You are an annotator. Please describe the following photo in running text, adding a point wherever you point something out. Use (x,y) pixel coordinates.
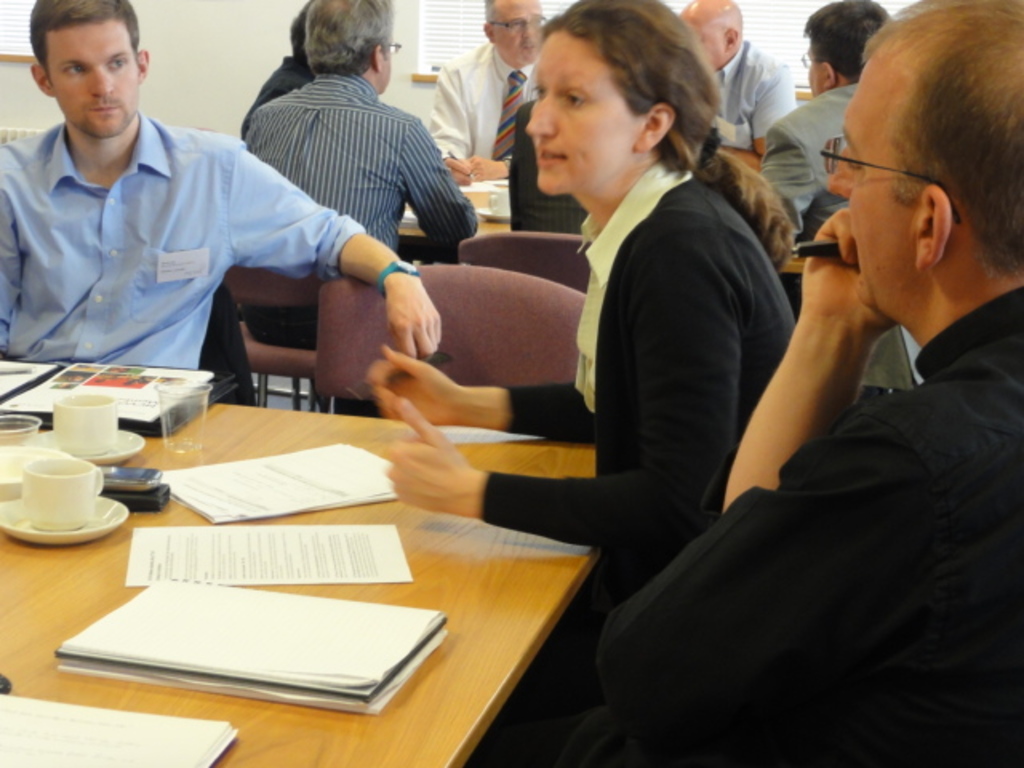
on the right (965,448) a man (807,521) is sitting in the middle (619,426) a woman (630,418) is sitting and talking. There are papers (263,493) books (220,619) on the table (325,596) and tea cups (82,419), glasses (27,435).
